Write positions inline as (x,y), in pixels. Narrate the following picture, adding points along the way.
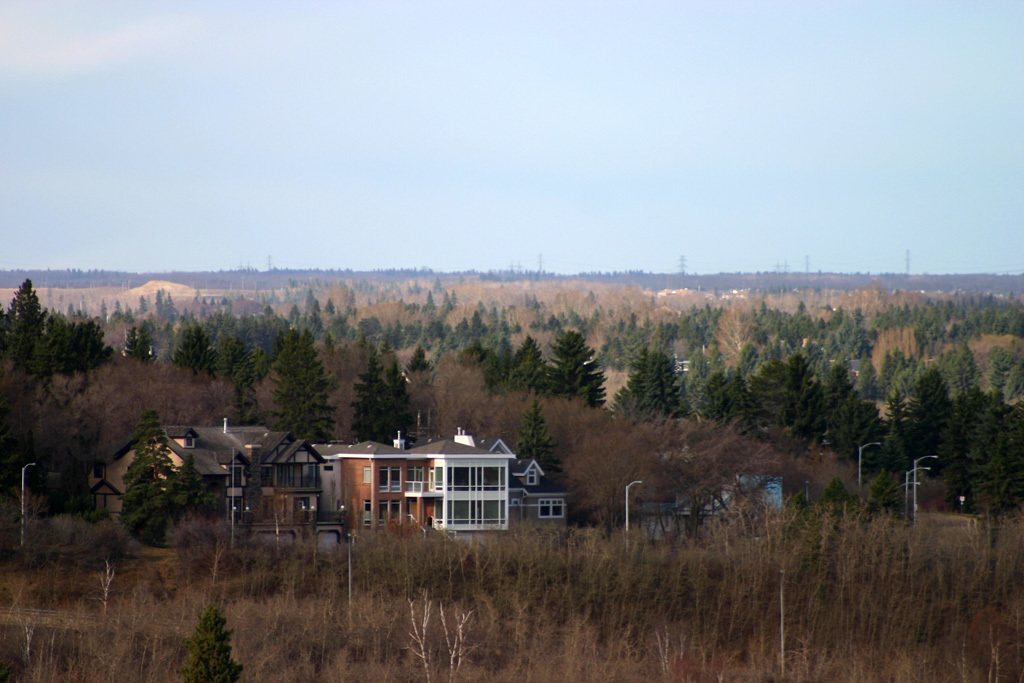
There are plants (39,616), trees (245,345), buildings (185,448) and poles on the ground (768,281). In the background (611,86), there are clouds (623,113) in the sky (528,93).
